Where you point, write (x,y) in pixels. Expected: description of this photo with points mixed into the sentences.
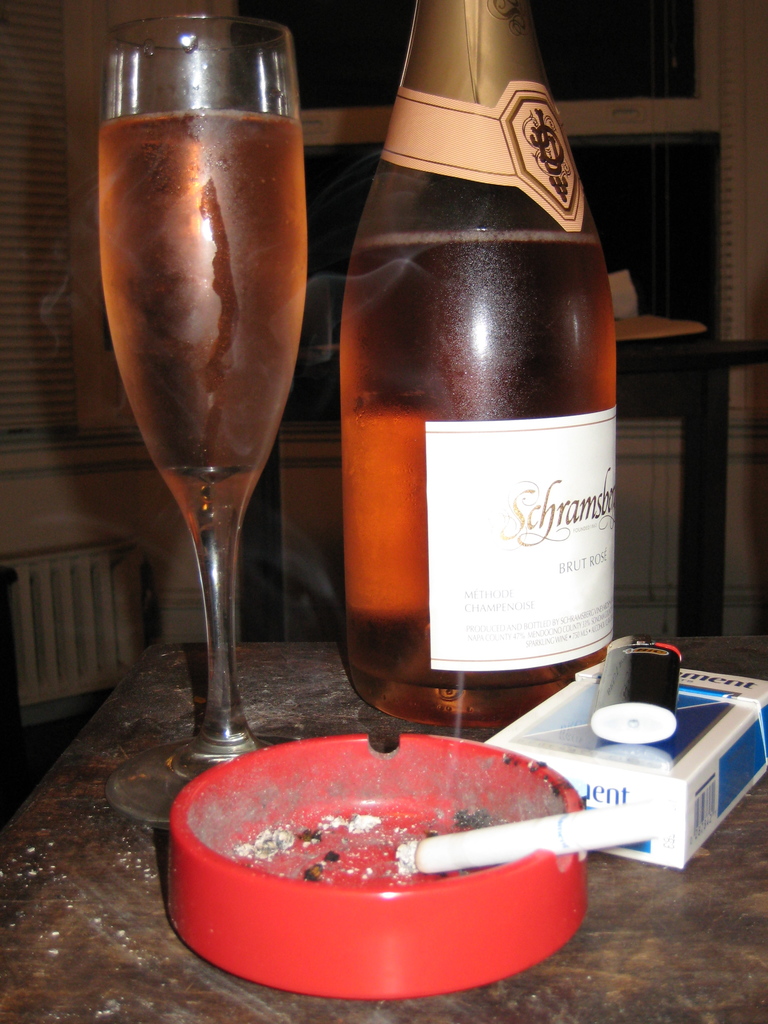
There is a glass (162,87) and bottle (383,434) on the table (169,667). They are filled with drink (463,327). There is cigarette (553,836) and cigarettes box (694,749) are on the table (727,943). In the background (741,614), there is a wall (79,511).
